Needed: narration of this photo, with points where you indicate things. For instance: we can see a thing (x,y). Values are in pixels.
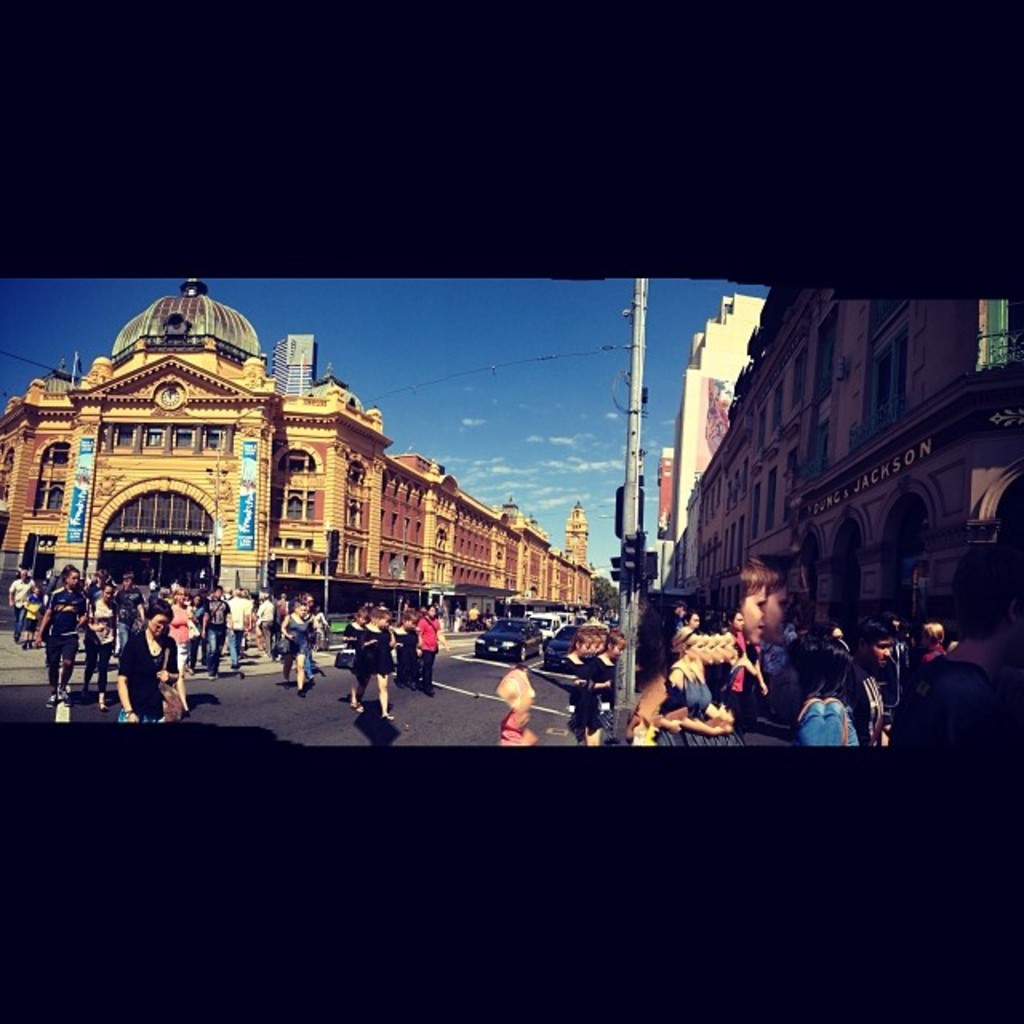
On the left side (133,641), there are persons (586,634) and vehicles (571,631) on the road (459,722). On the right side (976,660), there are persons (664,679), a pole (634,303) and buildings (758,527). In the background (565,506), there are buildings (719,367) and there are clouds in the blue sky (460,351).
